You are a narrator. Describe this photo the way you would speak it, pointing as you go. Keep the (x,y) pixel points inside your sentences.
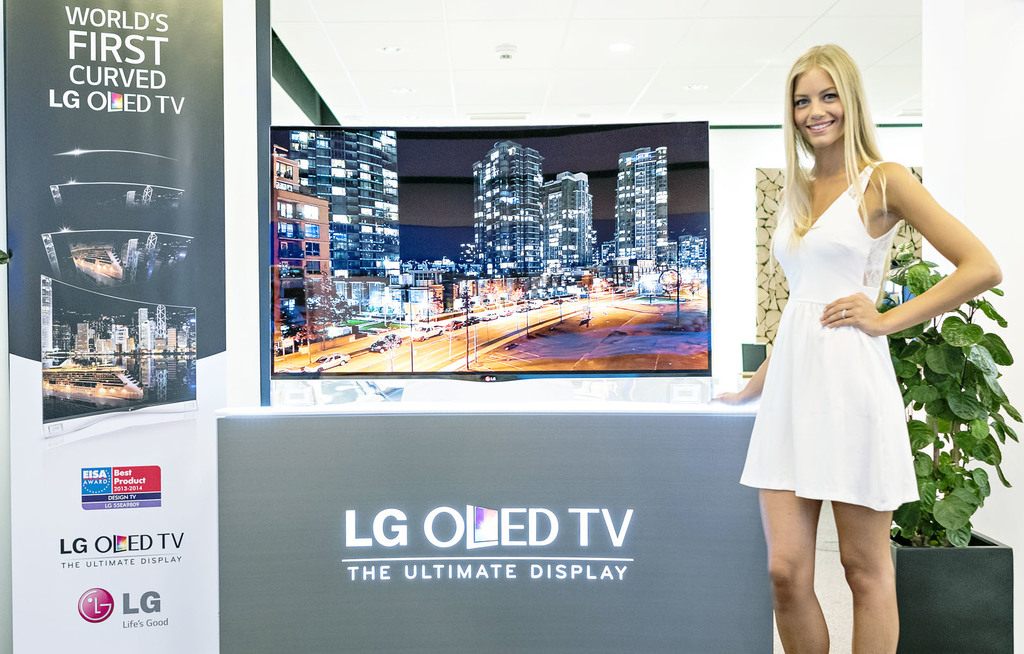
On the right side (964,346), we see a plant pot (997,446). Beside that, we see a woman (831,286) in the white dress (839,354) is standing. She is smiling and she is posing for the photo. Behind her, we see a banner (187,425) or a board (193,288) with some text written on it. We even see the poles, street lights (411,317), buildings (460,278) and the cars (342,356) which are moving on the road (462,341).
